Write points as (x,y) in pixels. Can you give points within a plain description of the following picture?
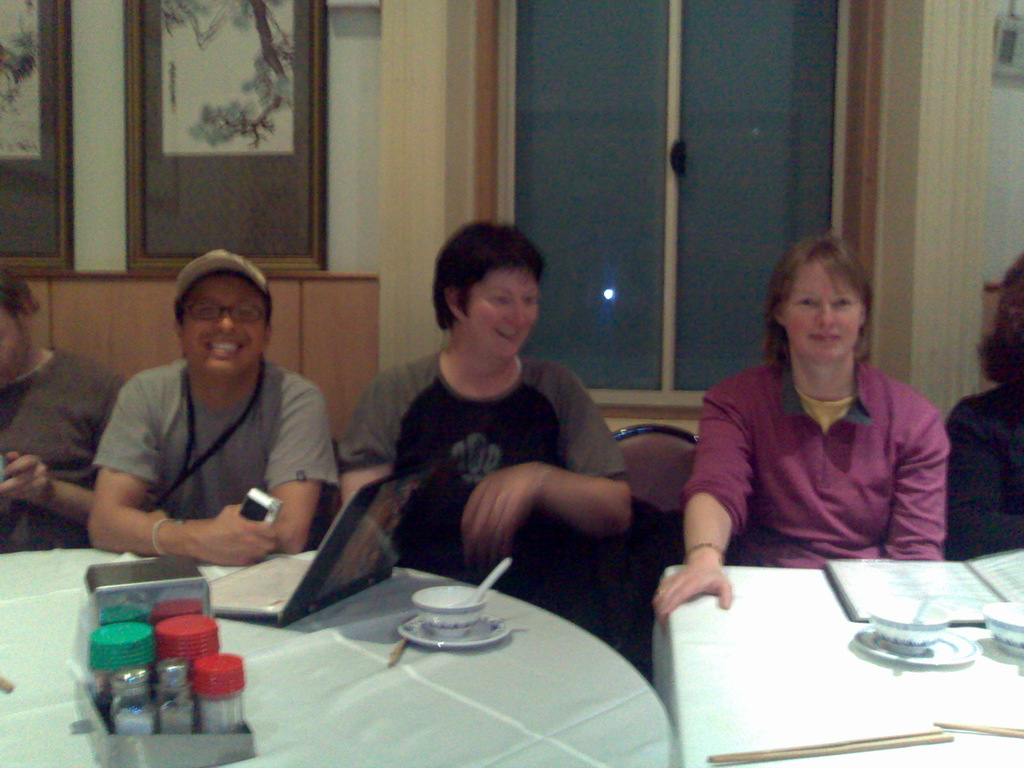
In this picture there are group of people (1017,545) those who are sitting on the chairs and there are tables (385,594) in front of them and there is a glass window (586,102) behind the ladies (943,480) at the right side of the image (796,128) and there are two portraits (133,153) on the wall (97,99) at the left side of the image (290,114) and there are some containers (117,742), bowls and papers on the table (616,697).
